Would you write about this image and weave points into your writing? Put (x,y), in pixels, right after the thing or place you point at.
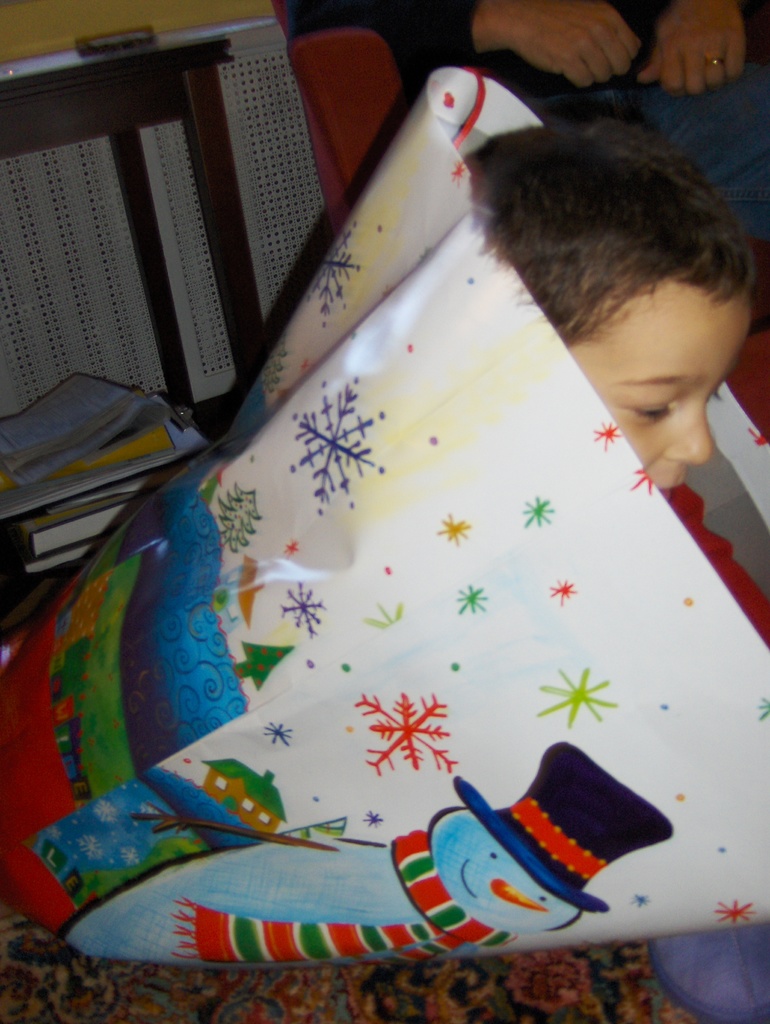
The boy (742,594) in the red t-shirt (721,544) is holding the colorful wrapped gift (357,716). Behind him, we see a chair (229,299) on which books (44,448) are placed. Beside that, we see a human (513,88) is sitting on the red chair (327,138) and this picture is clicked inside the room (341,975).
